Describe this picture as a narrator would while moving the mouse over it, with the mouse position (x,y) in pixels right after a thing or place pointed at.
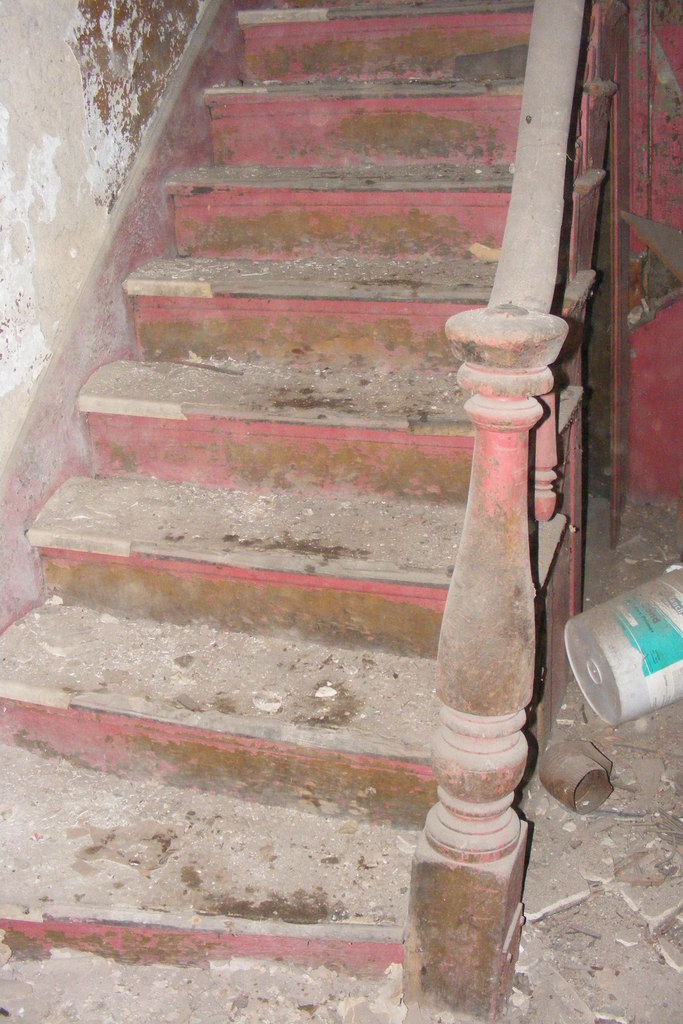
In this image there are staircase (311,895). There is a staircase railing (521,511). To the right side of the image (571,622) there is a bucket (586,649). To the left side of the image (69,84) there is a wall (91,107).
